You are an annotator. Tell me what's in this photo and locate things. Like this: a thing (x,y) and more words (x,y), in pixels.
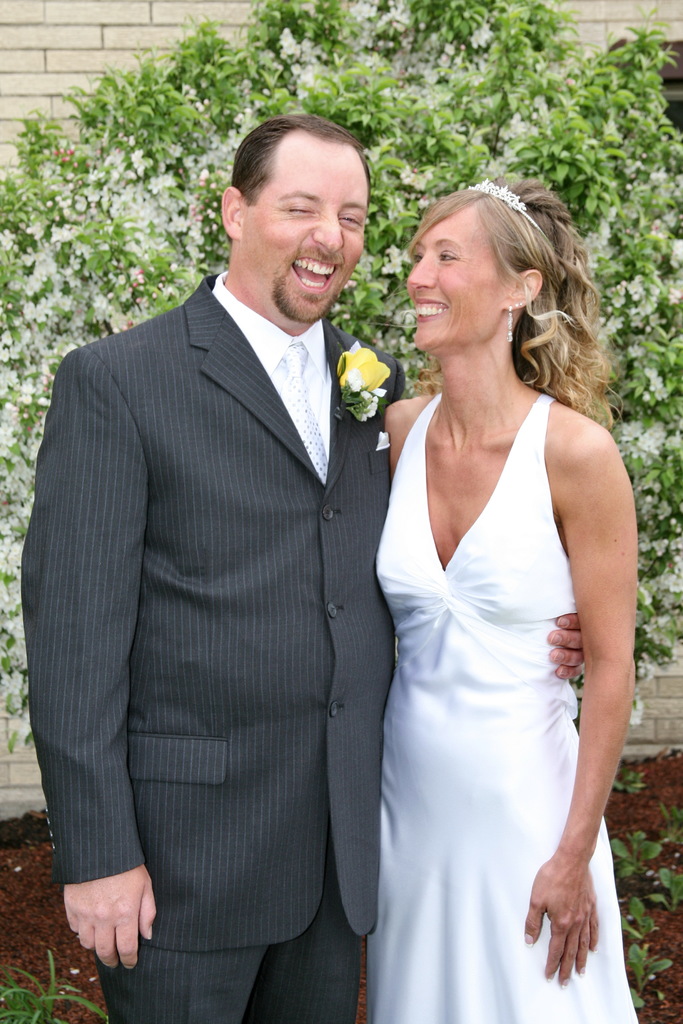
In the image there is a man (265,326) in black suit (269,409) and white shirt (271,356) standing beside a woman (399,580) in white gown (569,696) and holding her, they both laughing, in the back (156,136) there are plants (447,110) in front of the wall (104,8).
